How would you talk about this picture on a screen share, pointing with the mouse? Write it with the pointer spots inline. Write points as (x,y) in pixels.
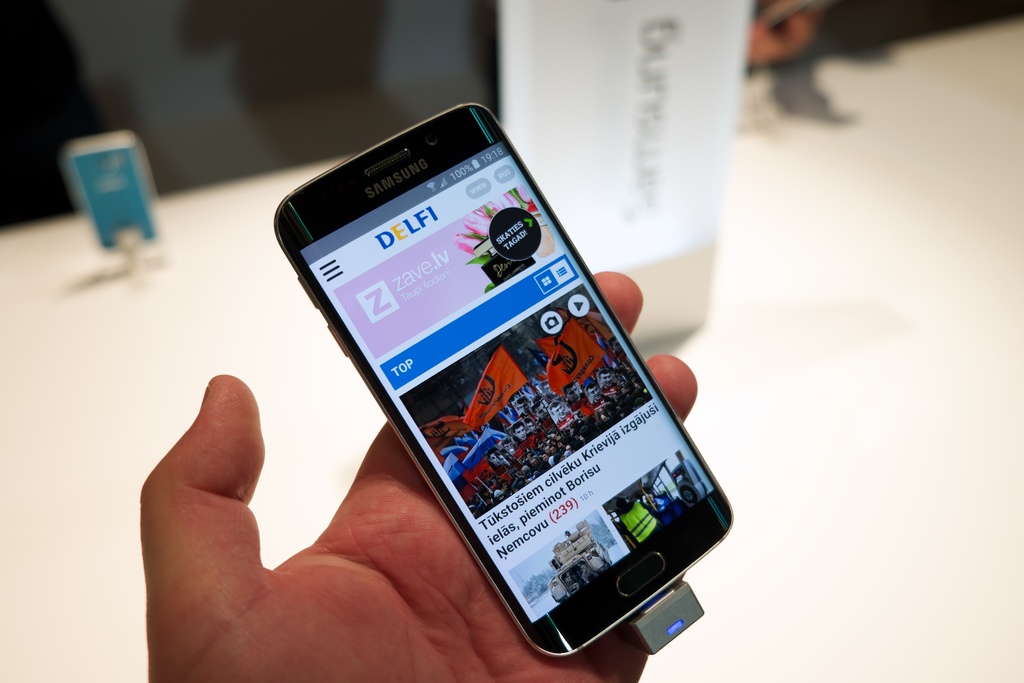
In the middle of the image (536,447), there is a hand (389,478) of a person (209,630) holding a mobile (471,162) which is having a screen (483,172), in which there are images (523,428). And the background (834,446) is blurred.
